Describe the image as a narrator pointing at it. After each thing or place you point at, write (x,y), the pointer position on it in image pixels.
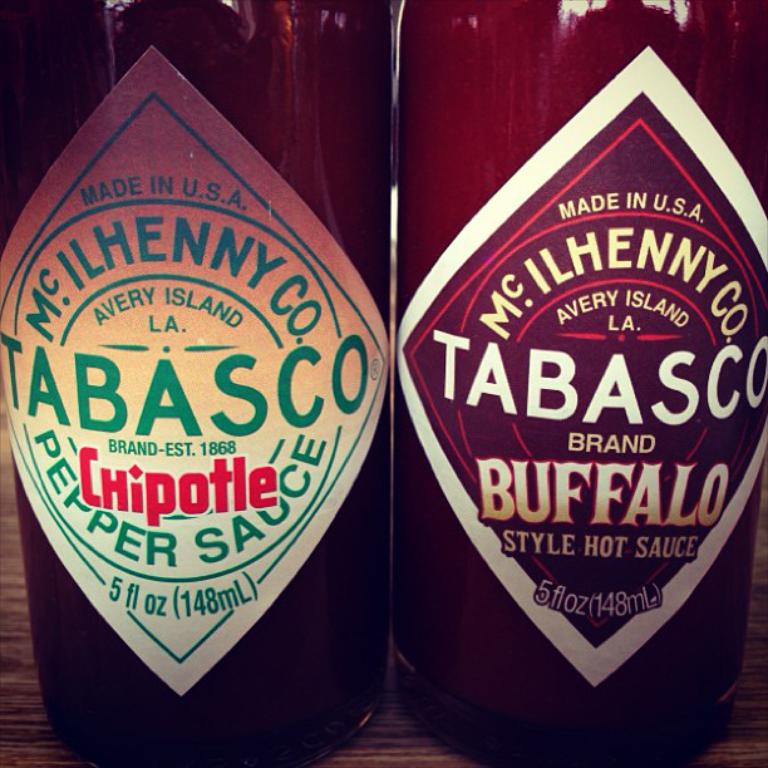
In this picture we can see two bottles (664,478) with stickers (110,481) on it and these two are placed on a wooden platform (29,697).
